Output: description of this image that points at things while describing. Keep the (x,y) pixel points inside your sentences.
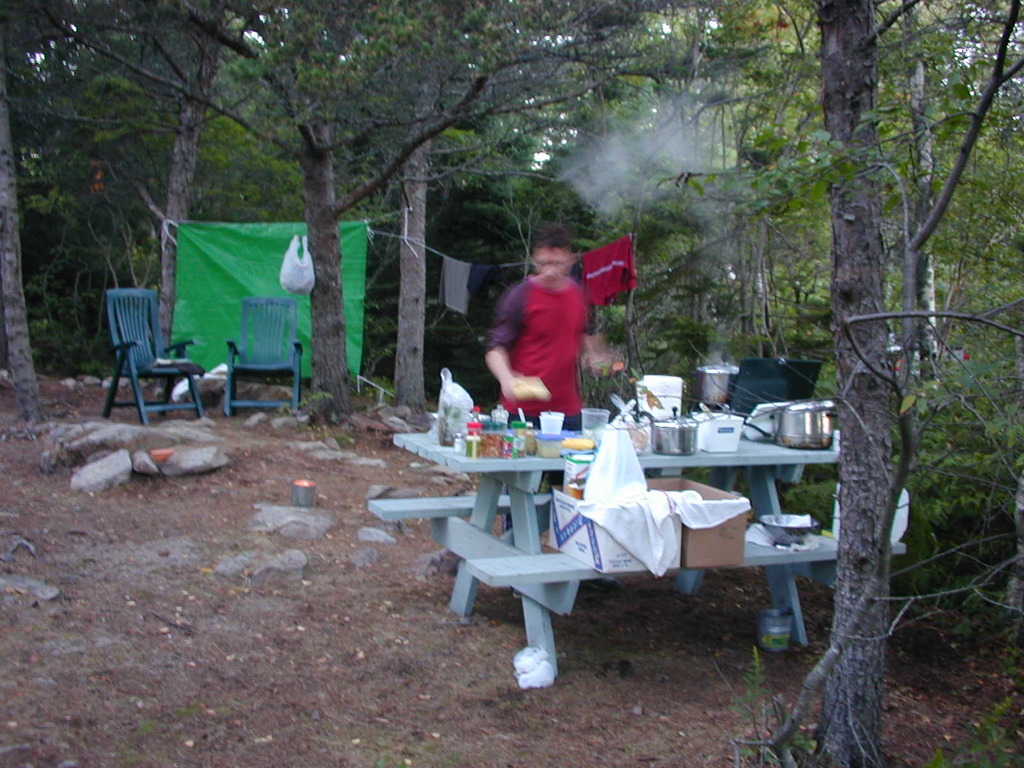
In this image I can see a person (556,321) standing and the person (556,350) is wearing red color shirt (553,407). In front (555,435) I can see few utensils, glasses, bottles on the bench (566,586). Background (139,112) I can see two chairs (151,326), a green color cloth (185,326) and I can see trees (718,243) in green color and the sky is in white color.
